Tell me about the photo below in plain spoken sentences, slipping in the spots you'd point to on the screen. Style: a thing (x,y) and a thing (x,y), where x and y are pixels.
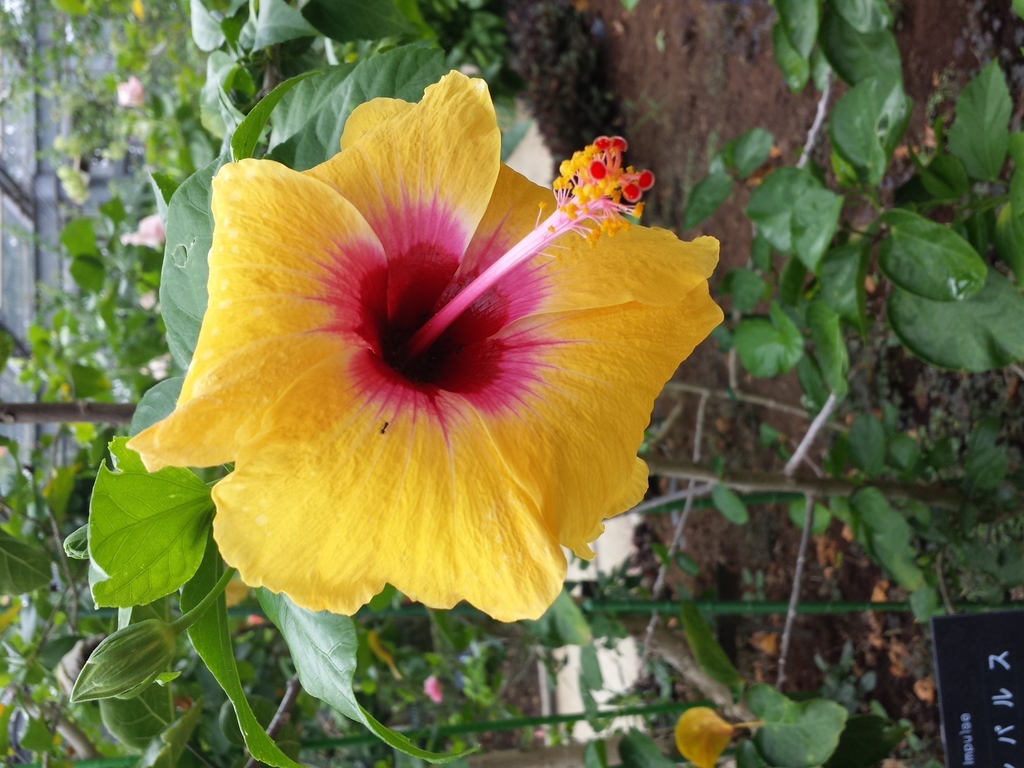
In this image I can see a yellow color flower (338,482) in the center of the image (370,494). I can see some plants (244,83) and leaves (835,71) behind the flower (353,487) with a blurred background (687,745). In the bottom right corner (988,630). I can see a board (938,663) with some text (965,726).
